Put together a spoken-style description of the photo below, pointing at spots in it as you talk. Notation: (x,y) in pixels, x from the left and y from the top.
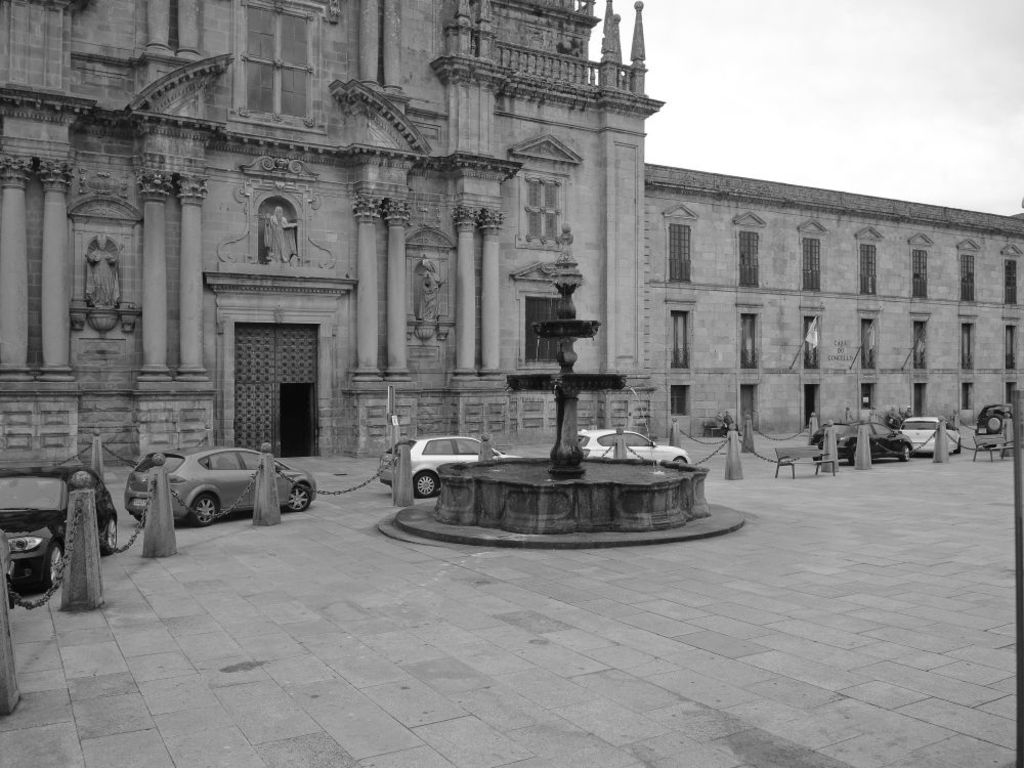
In the image in the center (637,444), we can see few vehicles (254,490). And we can see the poles (99,470), benches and one fountain (606,478). In the background (669,56), we can see the sky (799,168), clouds (804,182), windows (811,262), sculptures (291,223) and one building (437,196).
